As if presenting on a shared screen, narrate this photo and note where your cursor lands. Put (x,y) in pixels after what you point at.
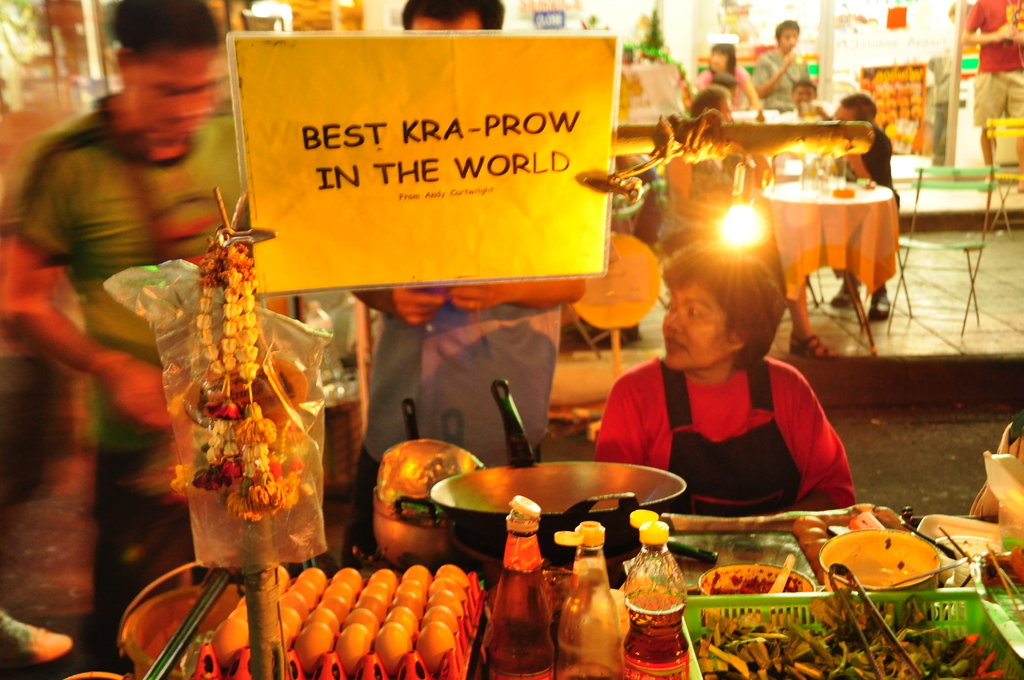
In this picture I can see people (669,370) among them some are standing and some are sitting. Here I can see eggs (392,641), bottles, bowls (789,573) and some other objects (472,553) on the table (730,557). Here I can see a yellow color board (406,129) on which something written on it. In the background (862,194) I can see tables (860,234), chairs (947,187) and other objects (802,176).
